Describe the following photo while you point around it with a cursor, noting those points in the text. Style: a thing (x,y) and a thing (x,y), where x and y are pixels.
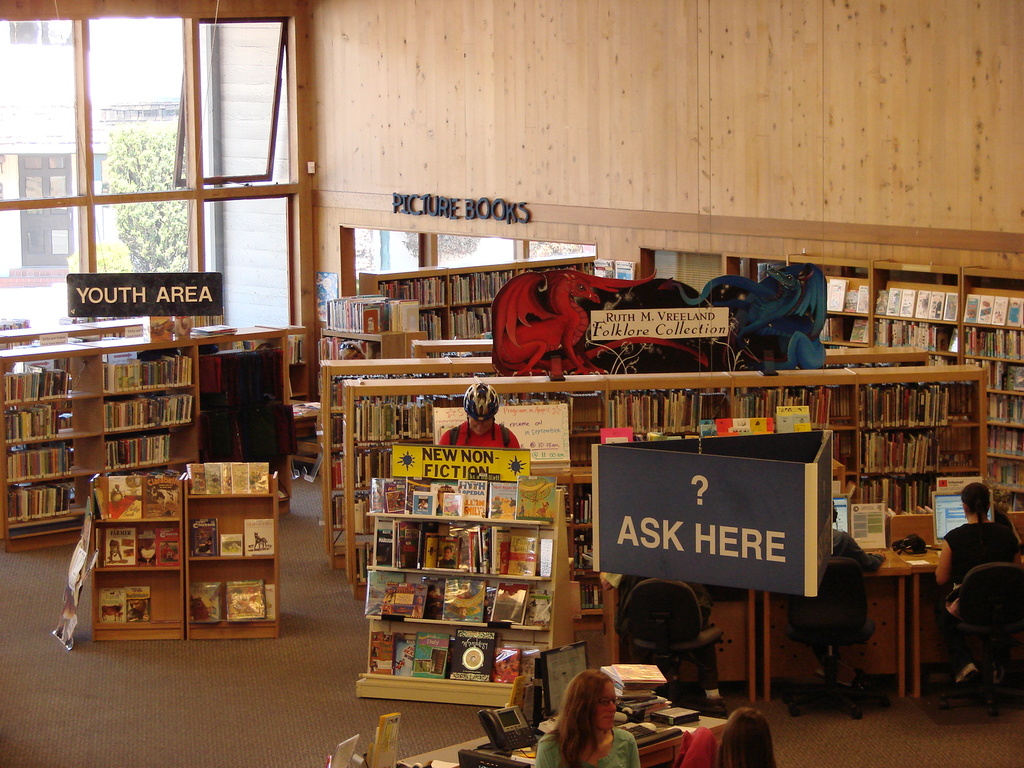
In this image we can see there are so many books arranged in the racks (1007,392), there are a few boards (673,502) with some text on it and there are a few people (941,567) sitting in front of the table (928,553), on which there are monitors (962,519) and a few other objects (897,522). In the background (783,121) there is a wall (564,96) and glass windows (95,195) through which we can see there are trees (126,137) and buildings (65,115).
